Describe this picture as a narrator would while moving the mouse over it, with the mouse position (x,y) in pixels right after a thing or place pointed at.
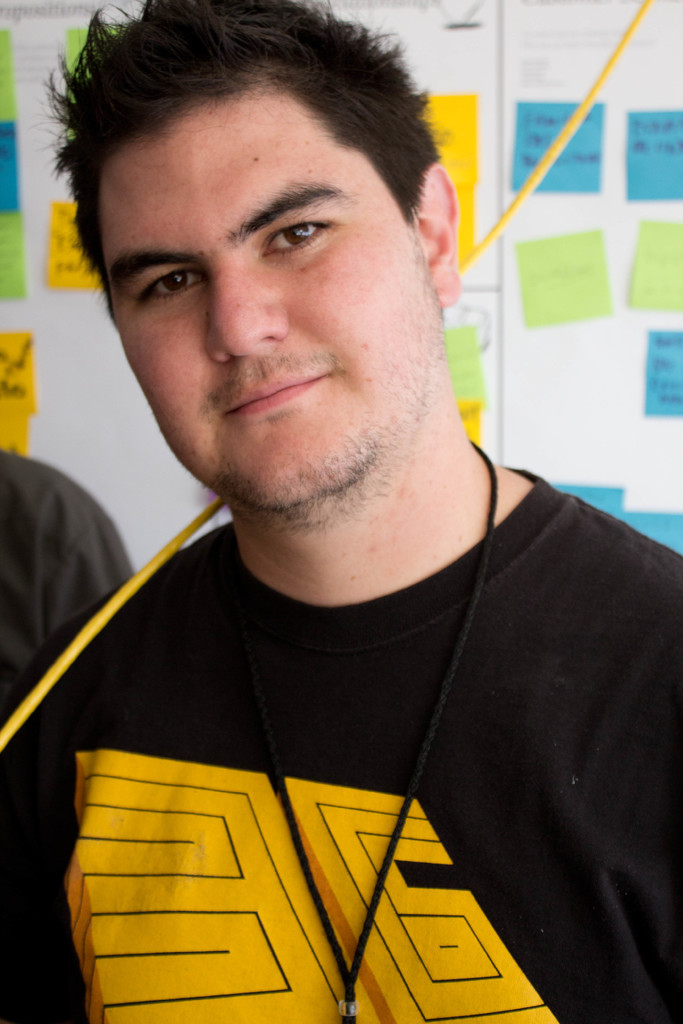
In this image two persons (327,768) are standing on the floor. At the back side (552,448) there is a notice board (131,386) where papers (575,176) are attached to it.
